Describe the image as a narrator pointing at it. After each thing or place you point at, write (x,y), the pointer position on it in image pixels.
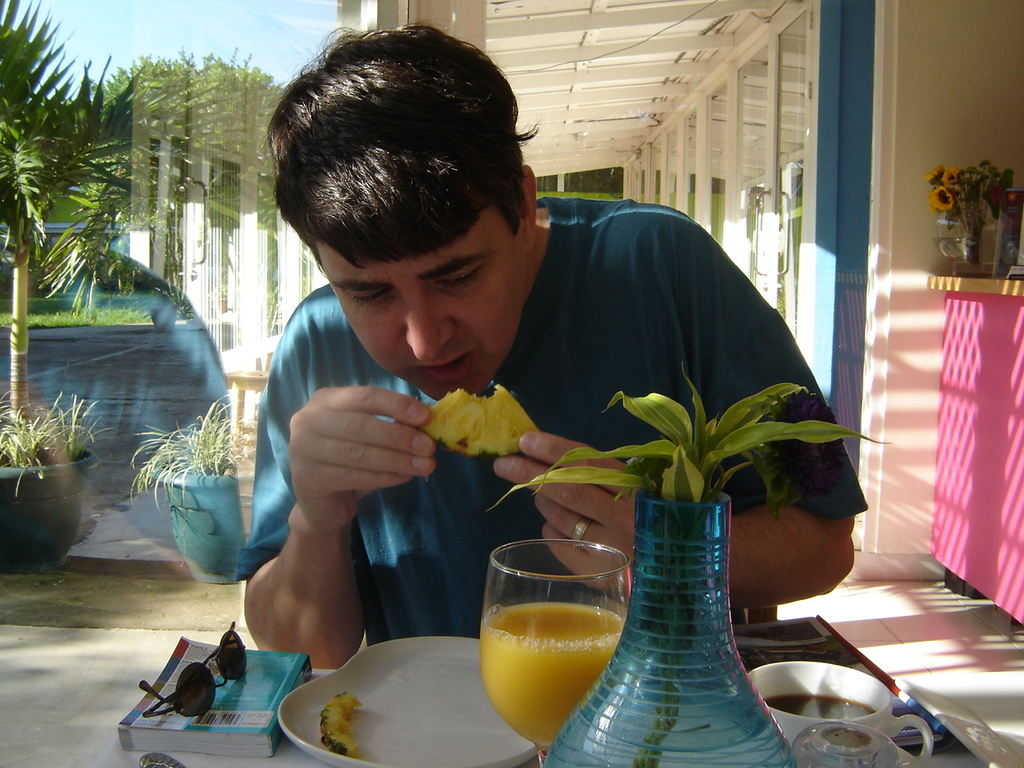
In this picture, we see a man (419,408) in the blue T-shirt (467,552) is sitting on the chair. He is holding an edible (479,448) in his hand (359,449). In front of him, we see a table (306,766) on which a book (241,723), goggles (212,654), plate (421,689) containing an edible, glass (568,637) containing the cool drink (538,621), flower vase (652,647), cup (852,685) of coffee (829,710) and a glass (860,742) are placed. On the right side (942,372), we see a pink table (980,356) on which the flower vase (968,245) is placed. Beside that, we see a wall (913,242) and the doors (759,150). On the left side (22,508), we see the plant pots (76,449). There are trees (119,126) in the background (208,58). At the top (607,21), we see the roof (606,74) of the building (687,51) and the sky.
